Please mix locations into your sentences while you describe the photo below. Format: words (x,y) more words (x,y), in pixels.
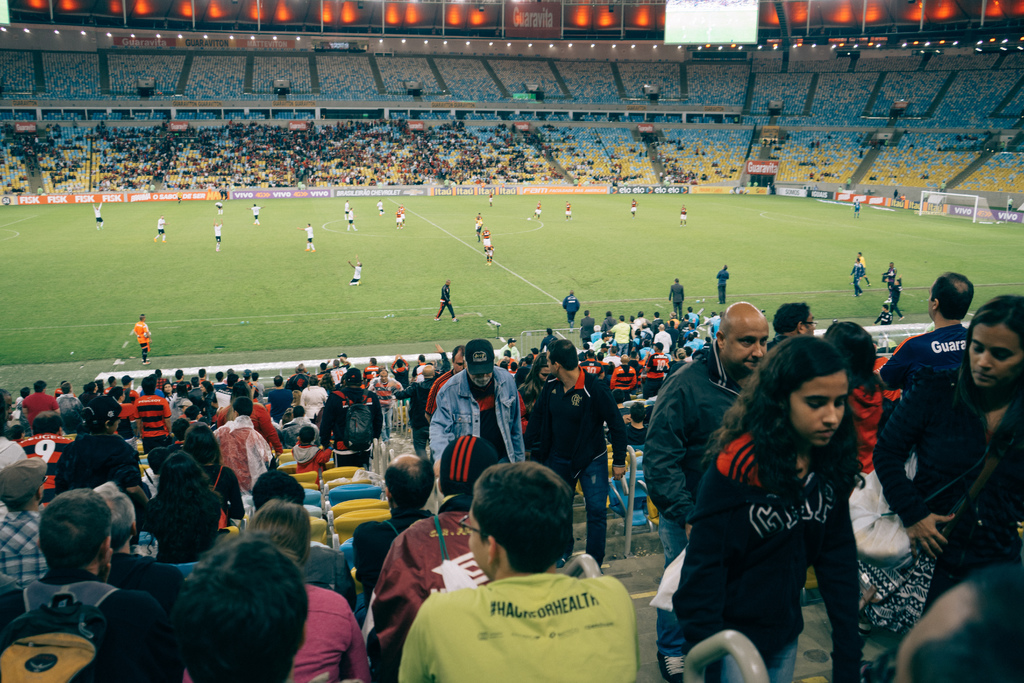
In this picture I can see few players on the ground (77,232) and I can see few audience (651,374) are sitting and few are walking and few are standing and I can see few advertisement boards (275,191) with some text (149,44) and I can see lights (380,40) on the ceiling (20,11).
